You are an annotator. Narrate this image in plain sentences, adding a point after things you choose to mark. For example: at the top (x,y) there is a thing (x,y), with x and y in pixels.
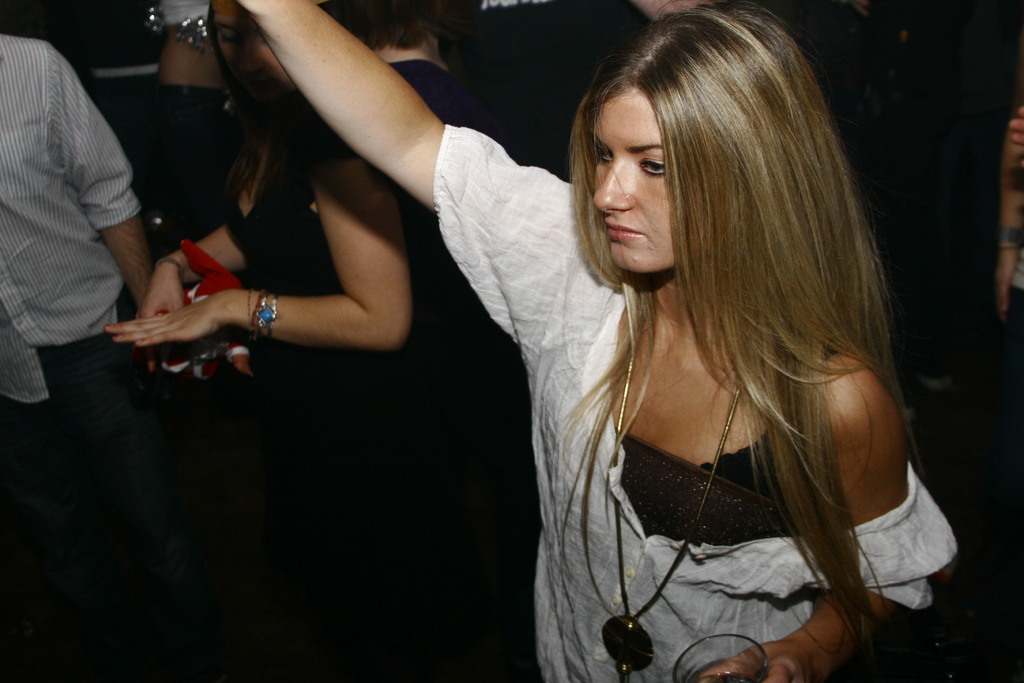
In this image I can see the group of people (520,290) with different color dresses (536,191). I can see one person (806,628) holding the glass (696,655). And there is a black background (72,655).
